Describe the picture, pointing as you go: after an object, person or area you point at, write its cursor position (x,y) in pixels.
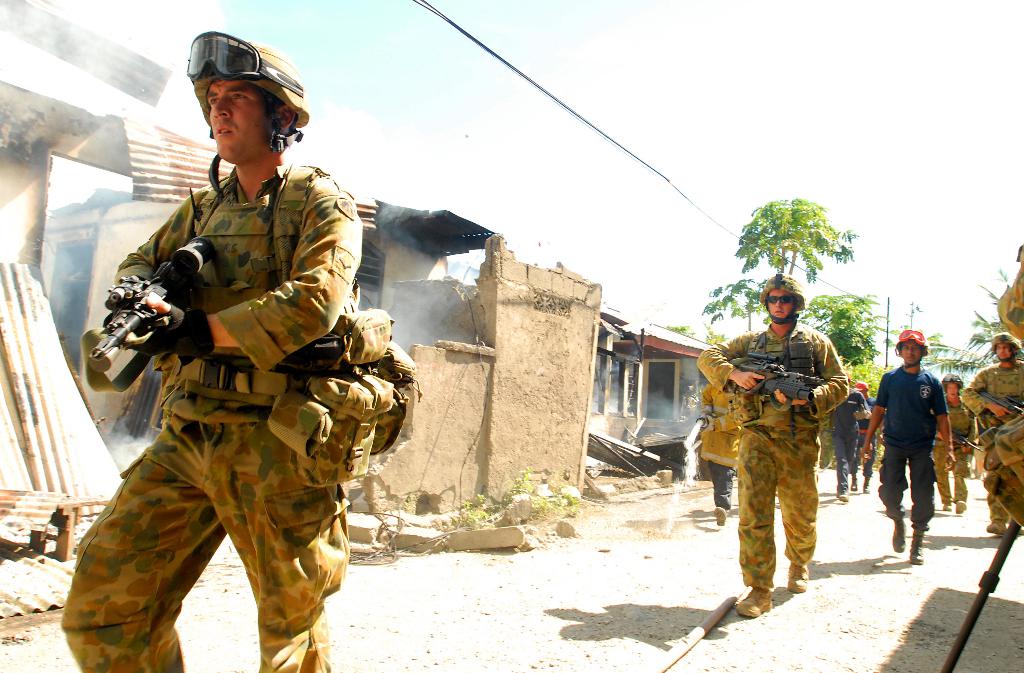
This is an outside view. Here I can see few people (748,388) wearing uniforms (791,507), holding guns (798,387) in their hands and walking on the ground (571,616). In the background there are few houses (657,336) and trees (868,351). Beside the road (584,579) there are few stones (471,537). At the top of the image (685,112) I can see the sky (583,101).
